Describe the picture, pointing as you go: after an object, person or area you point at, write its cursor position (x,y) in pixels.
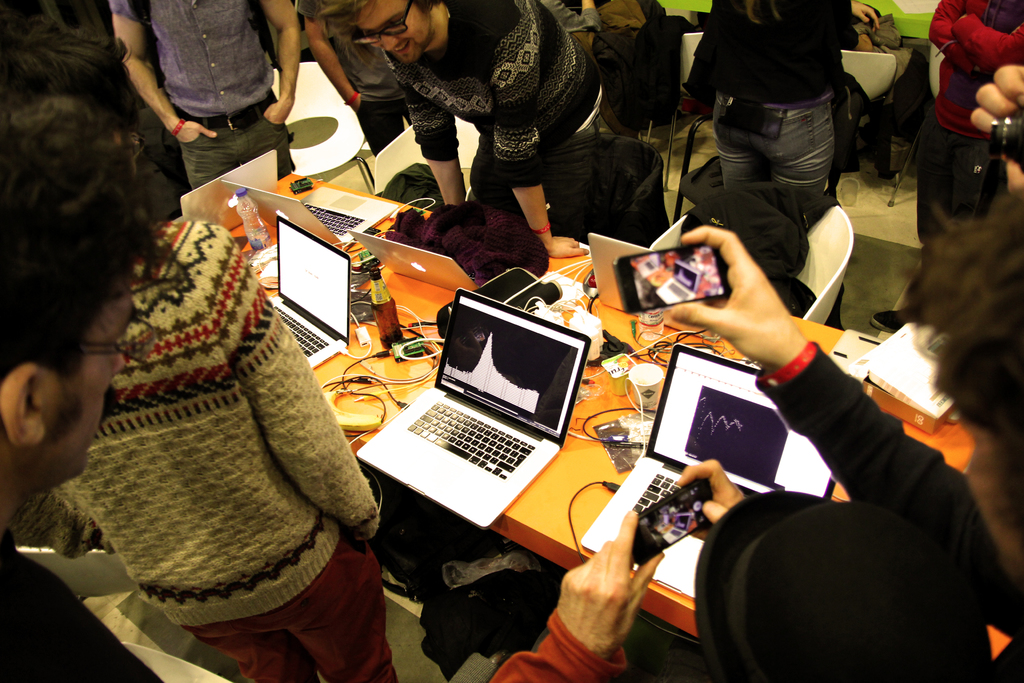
In this image there are group of people (581,135). There is a chair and a table (349,371) on table (370,287) there is a laptop (459,459), bottle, cup (645,385) and wires (590,311). The man (752,351) is holding a mobile (706,281).
